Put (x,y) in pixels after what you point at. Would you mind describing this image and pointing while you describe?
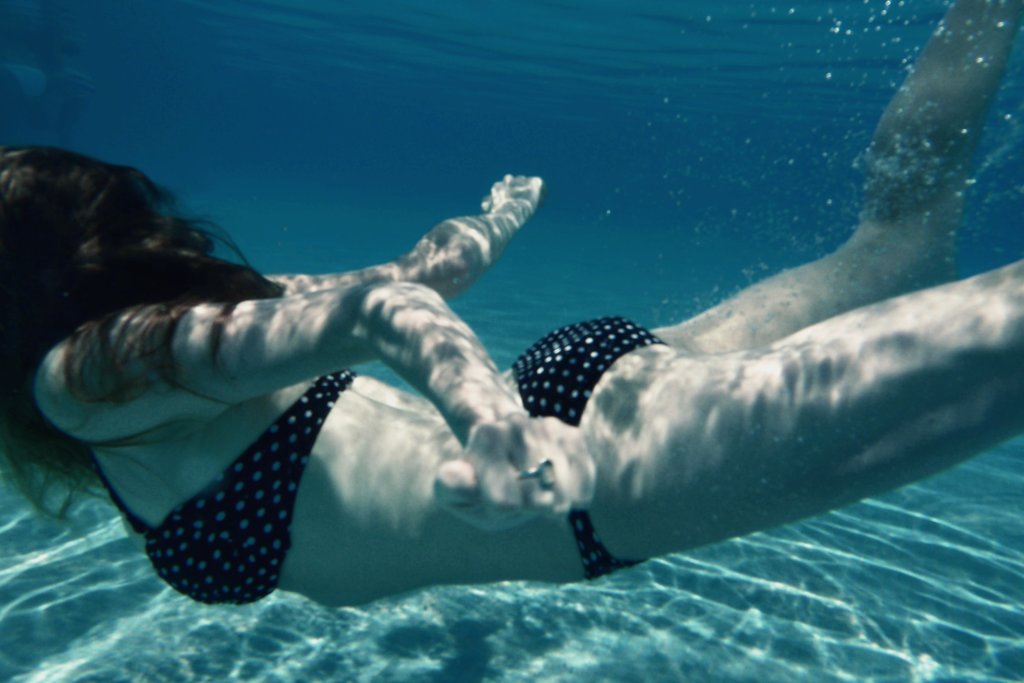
In this image we can see a lady (564,366) swimming in the water (764,558).
